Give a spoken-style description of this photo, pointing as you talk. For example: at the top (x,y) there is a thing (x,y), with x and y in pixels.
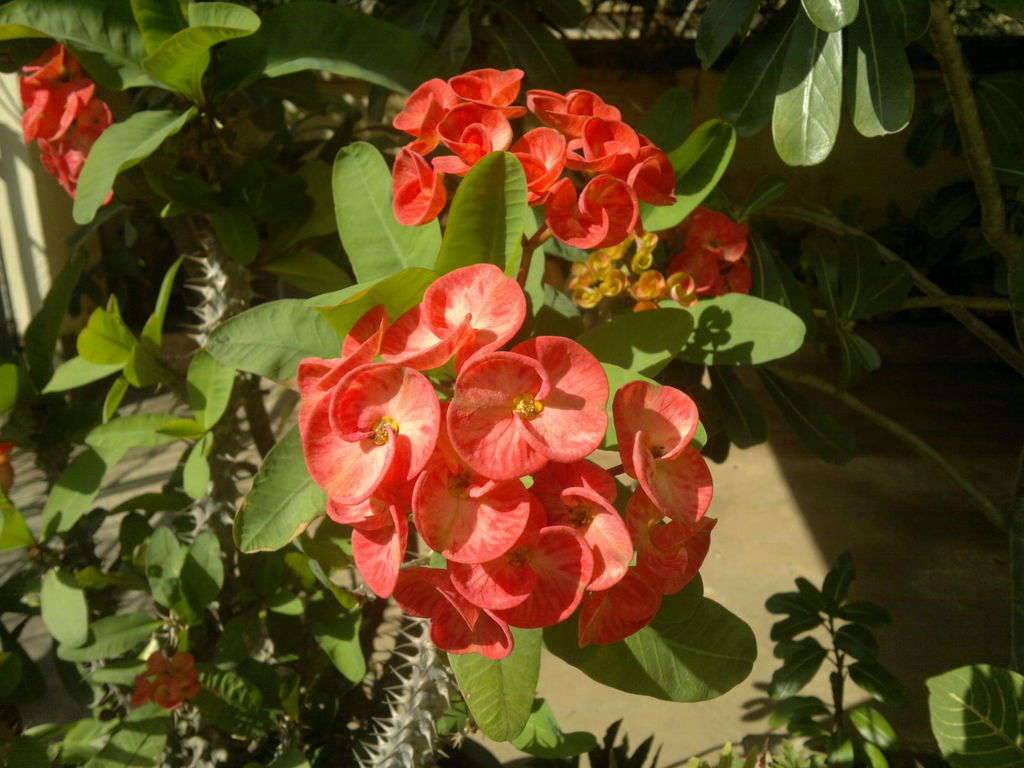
In the image we can see some flowers (76,139) and plants (421,70).
